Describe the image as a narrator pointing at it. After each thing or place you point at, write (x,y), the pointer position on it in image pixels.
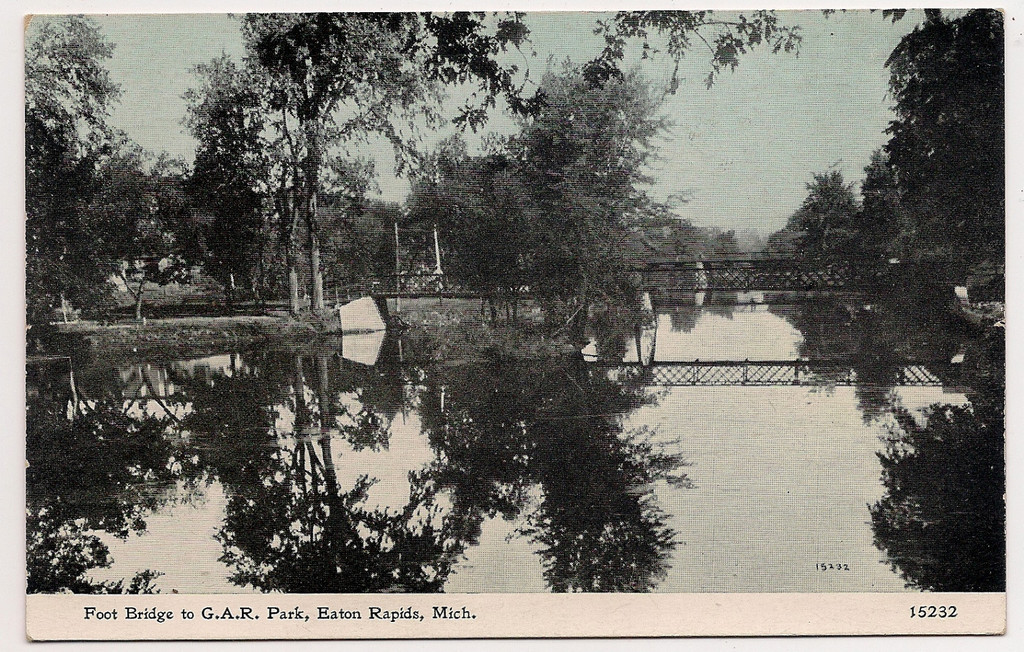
It is the black and white image in which there is water (475,445) at the bottom (485,443). In the middle of the image (650,285) there is a bridge (667,283). There are trees (442,217) on either side of the bridge (679,276).
